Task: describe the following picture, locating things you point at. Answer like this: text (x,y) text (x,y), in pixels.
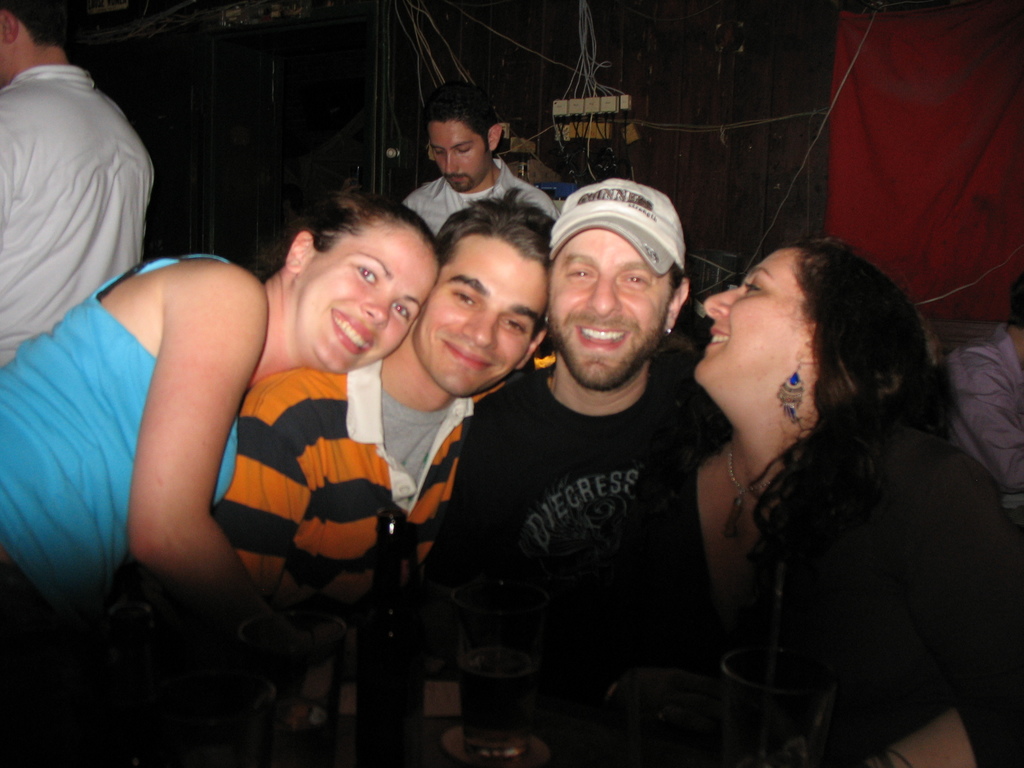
In this picture there are group of people (487,422) smiling. At the back (575,78) there are two people (438,138) standing and there are wires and there is an object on the wall (649,167). On the right side of the image (993,444) there is a person (1019,292) sitting and it looks like a red color curtain (933,231).
